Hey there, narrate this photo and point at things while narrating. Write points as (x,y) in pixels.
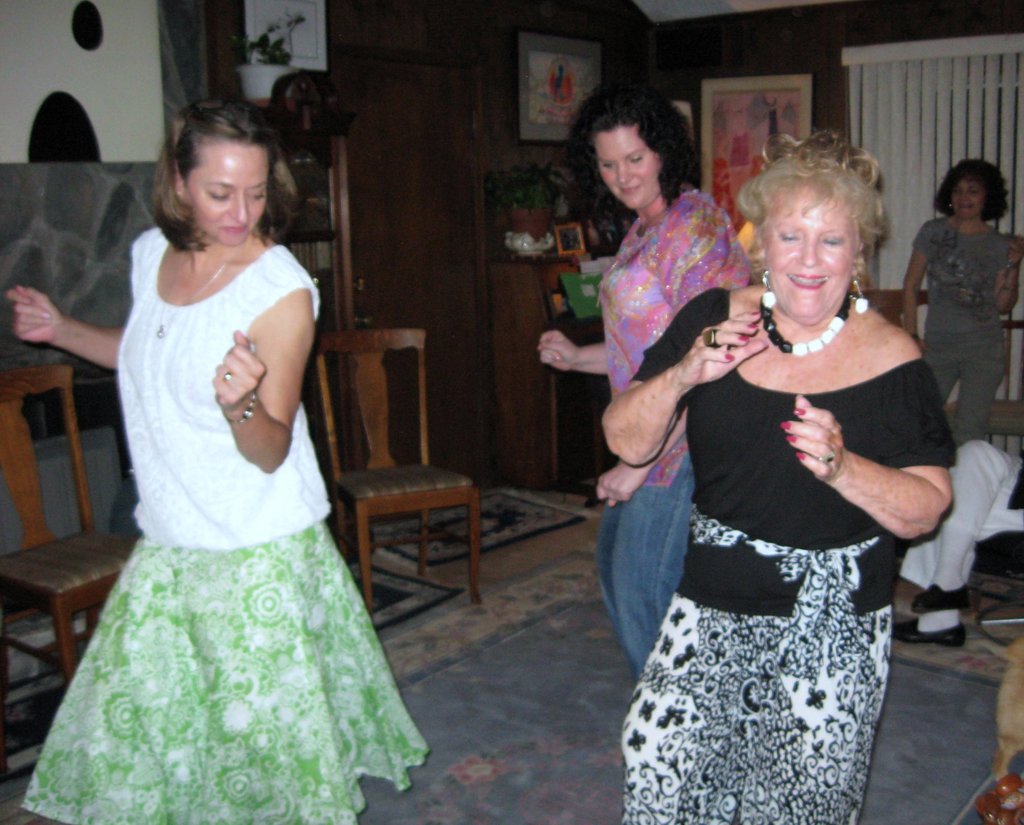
Three ladies (726,483) are dancing. There are some chairs (400,495) in the room (367,459). And there is a door (421,217). Near to the door (417,280) there is a table (559,266). There are some items (564,238) kept on the table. There are two photo frames (569,68) on the wall (718,69). There is a lady (974,325) standing behind wearing a gray dress (956,260). Behind her there is a curtain (910,115).
